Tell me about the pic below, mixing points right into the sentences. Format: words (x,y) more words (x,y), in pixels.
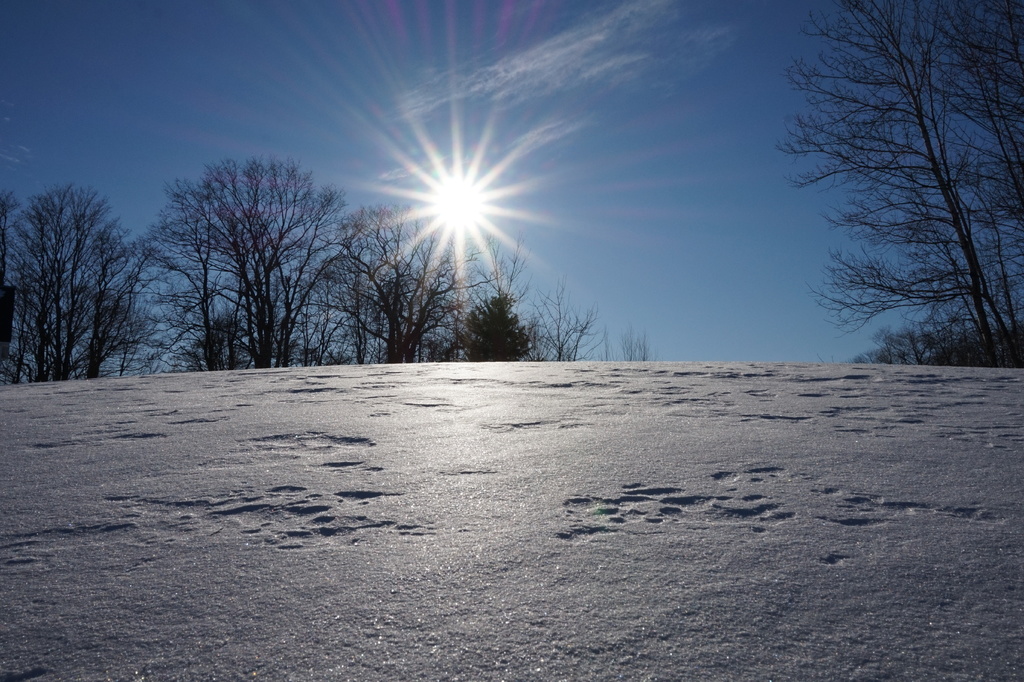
This is an outside view. At the bottom (233,595), I can see the ground (283,524). In the background (639,337) there are some trees (98,329). At the top of the image (427,118) I can see the sky (551,93) along with the sun (453,201).
